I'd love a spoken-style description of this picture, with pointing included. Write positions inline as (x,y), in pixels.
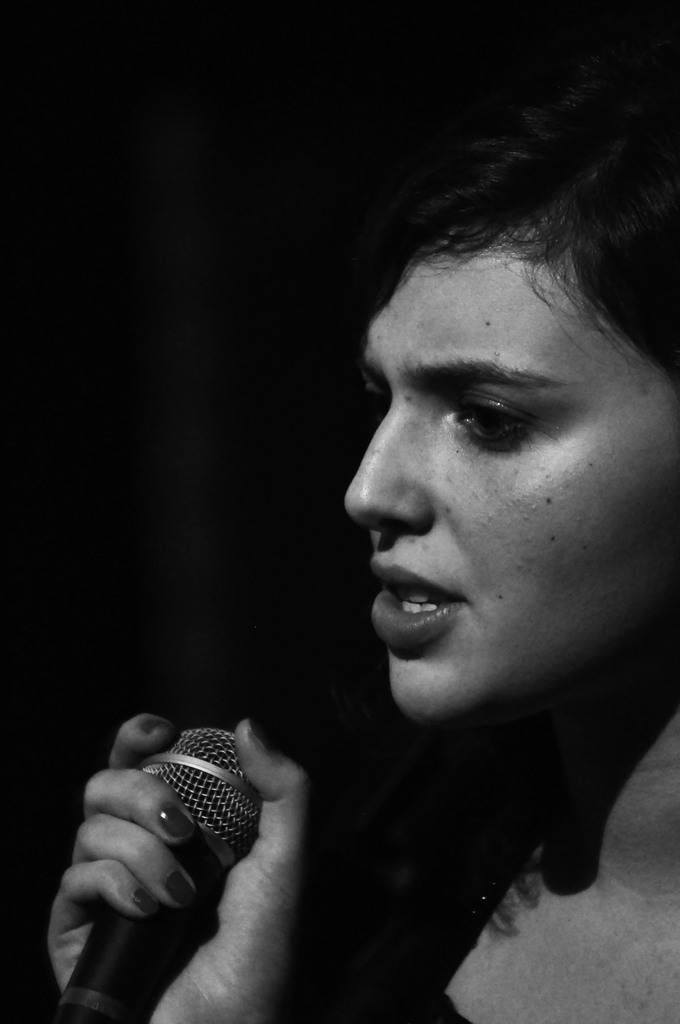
In this picture there is a lady (679,1012) on the right side of the image (540,690), by holding a mic (253,817) in her hand (184,811).
